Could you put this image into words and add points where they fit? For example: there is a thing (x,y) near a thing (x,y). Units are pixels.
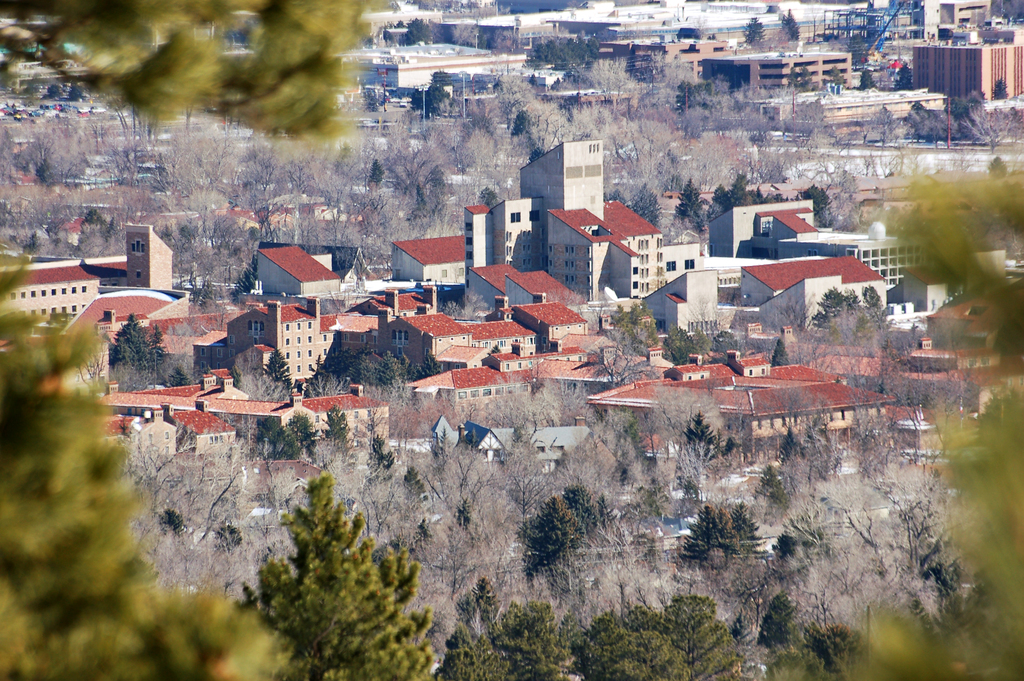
In this image I can see few trees (214,14) which are green in color, few trees (446,541) which are grey in color and number of buildings (716,294) which are white, maroon, cream and brown in color.
